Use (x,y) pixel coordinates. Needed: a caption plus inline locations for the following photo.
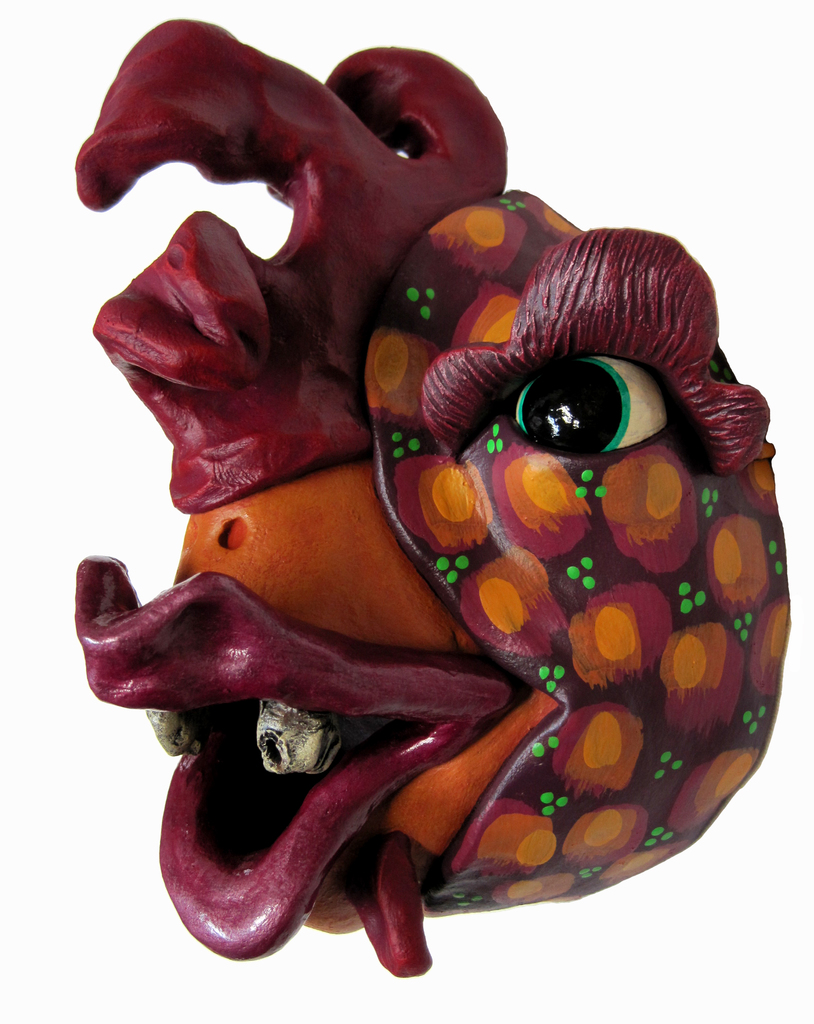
In this image we can see some kind of art (338,366), and the background (22,954) is white.
